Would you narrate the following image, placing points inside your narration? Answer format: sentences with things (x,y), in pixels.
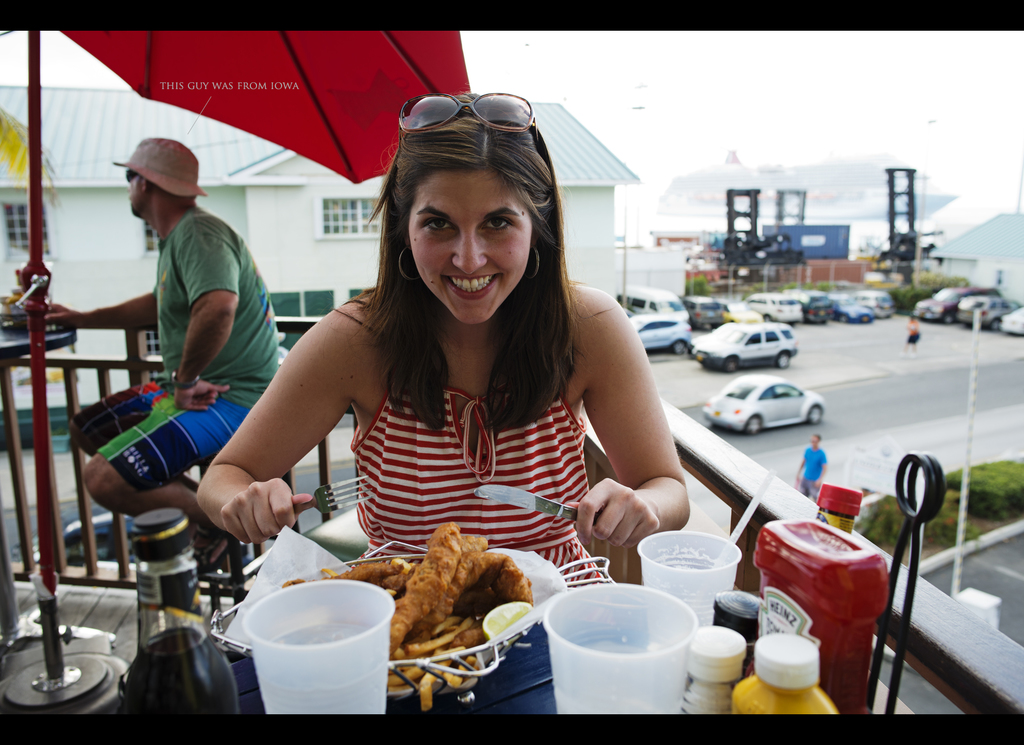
In the picture we can see a woman (433,449) sitting on the stool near the table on it we can see some food items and beside it we can see some glasses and some bottles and she is holding a fork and a knife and behind her we can see another man (115,430) sitting on the stool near the table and near him we can see an umbrella (165,38) with a pole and behind him we can see a railing (82,578) and behind it we can see a building (100,162) and near to it we can see some cars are parked and a man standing on the road (821,338) and near to him we can see some plants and in the background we can see a ship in the water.
